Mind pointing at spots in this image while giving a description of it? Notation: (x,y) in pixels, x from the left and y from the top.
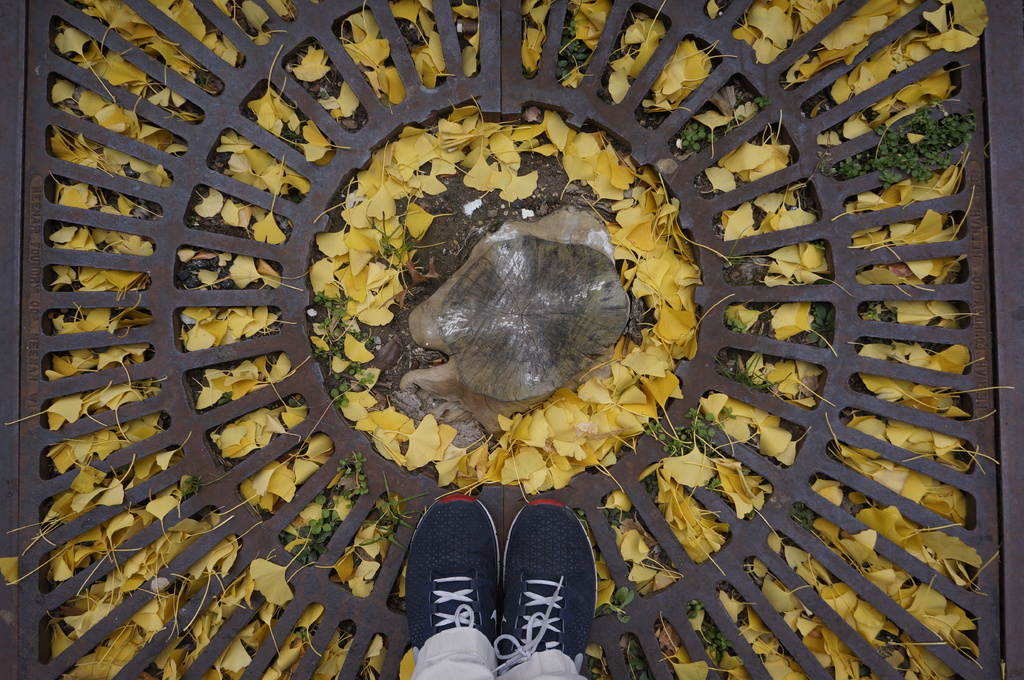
In this image, we can see person's legs (511,554) and there is a mesh (416,78), leaves (265,329) and we can see a tree trunk (499,302).
